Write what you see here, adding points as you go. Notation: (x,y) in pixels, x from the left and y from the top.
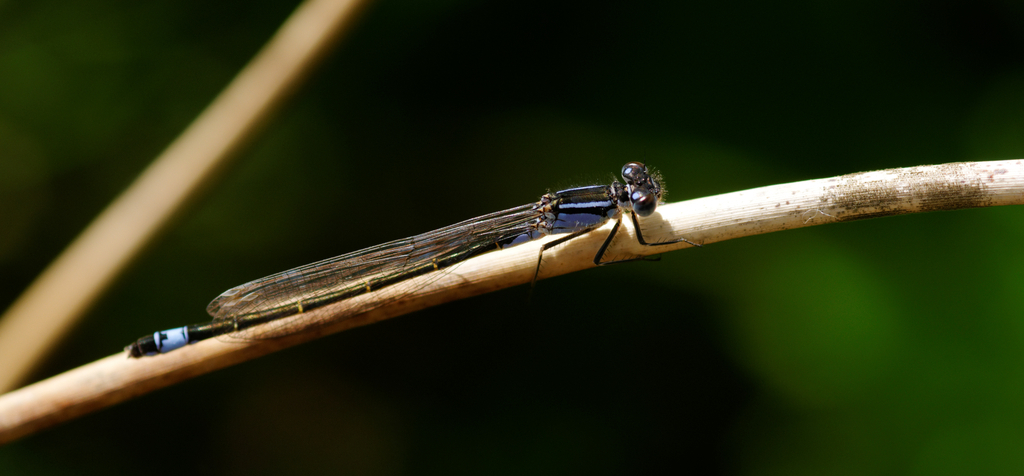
In this image in the front (391,280) there is an insect (391,280) and the background (9,462) is blurry.
